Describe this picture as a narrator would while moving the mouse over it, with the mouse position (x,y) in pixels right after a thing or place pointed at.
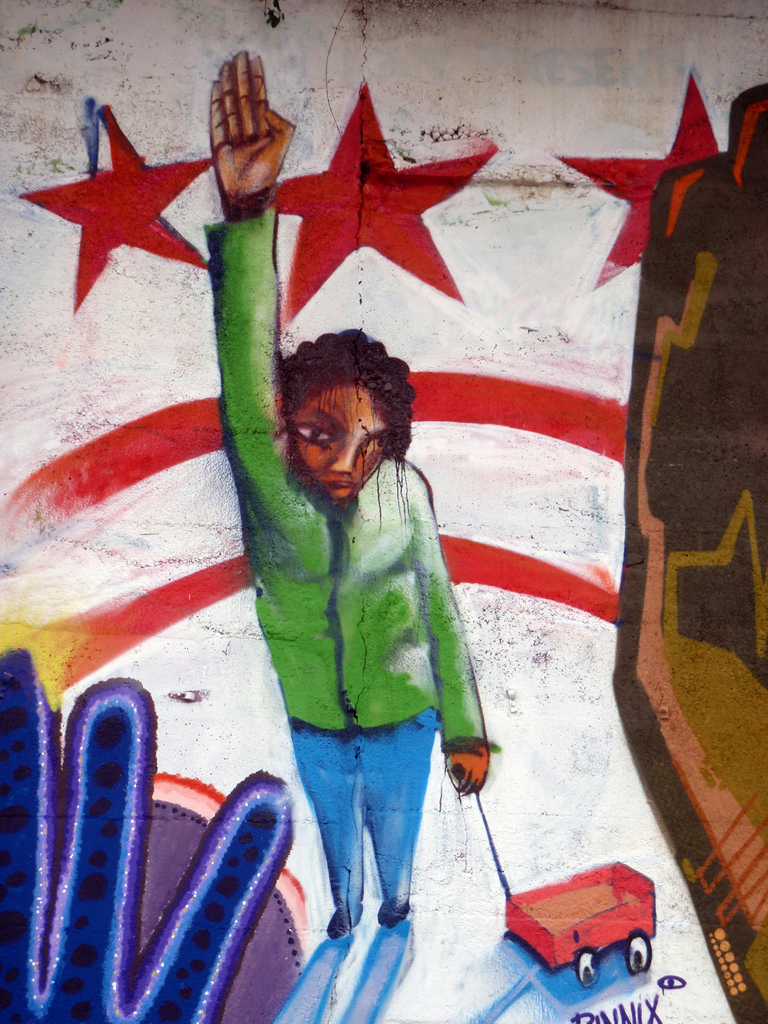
There is a painting (318,746). A person (336,619) is standing wearing a green t shirt (391,655) and holding a trolley (553,899). There are red stars (422,208) at the back (610,171).
